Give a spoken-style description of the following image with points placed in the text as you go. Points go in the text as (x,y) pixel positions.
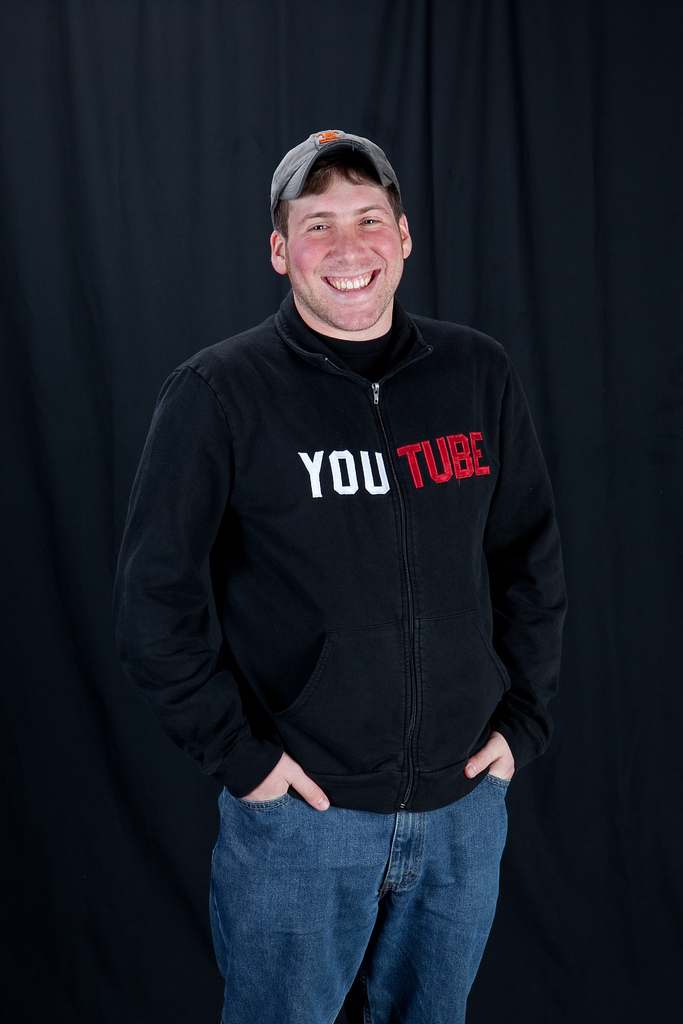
In the center of this picture (318,601) there is a man (308,383) wearing black color hoodie (315,417), cap (351,153), smiling and standing. In the background (454,53) there is a black color curtain (139,124).
